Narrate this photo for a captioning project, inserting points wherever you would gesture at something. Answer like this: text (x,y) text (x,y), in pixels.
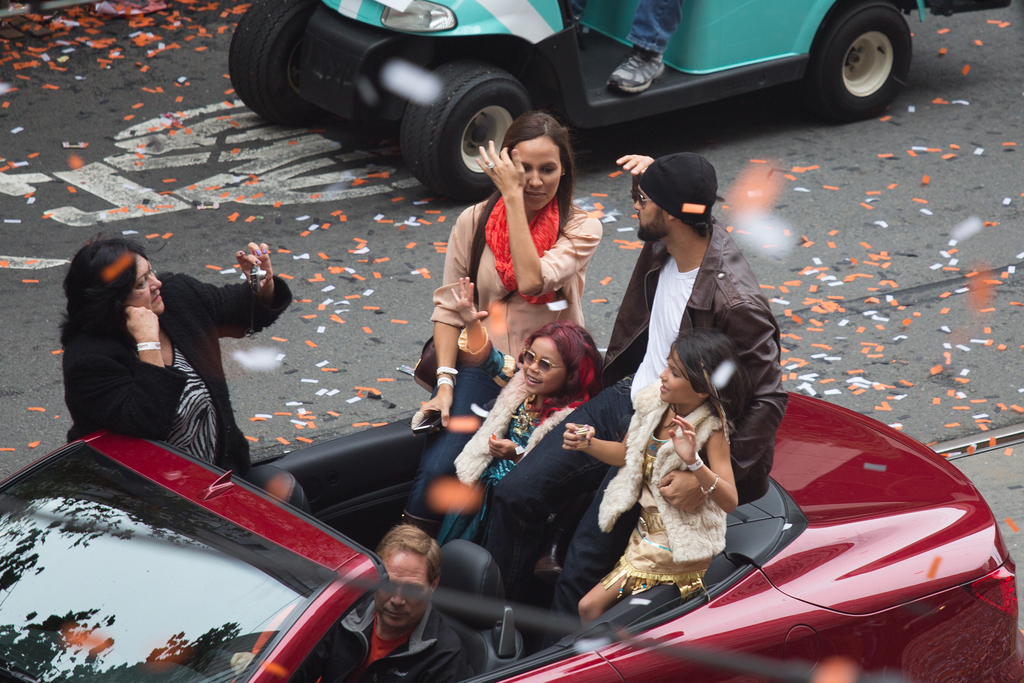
These persons (493,342) are sitting in the vehicle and this person (441,359) wear bag (428,344), this person (729,287) holding glass (570,438). We can see vehicles (394,104) on the road (86,159).
